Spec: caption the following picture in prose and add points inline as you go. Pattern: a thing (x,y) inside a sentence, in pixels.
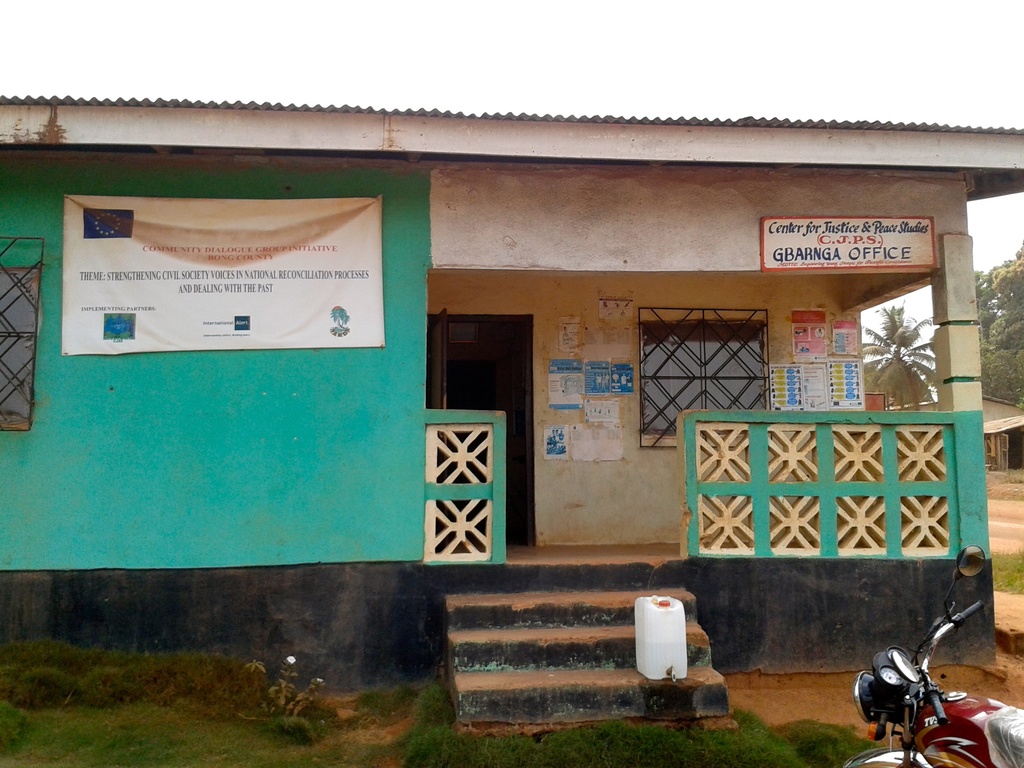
This picture is clicked outside. In the foreground (155,710) we can see the green grass (429,725) and a barrel like object (655,631) is placed on the stair (582,674). In the right corner (905,669) we can see a bike (926,726) parked on the ground (992,494). In the center (620,506) we can see the house (660,228) and we can see the text (296,271) and the depictions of some objects (240,325) on the posters (811,384) and we can see the stairs (517,633) and some objects (831,368). In the background (990,217) we can see the sky (996,261), trees (995,341) and some objects (1002,431).
